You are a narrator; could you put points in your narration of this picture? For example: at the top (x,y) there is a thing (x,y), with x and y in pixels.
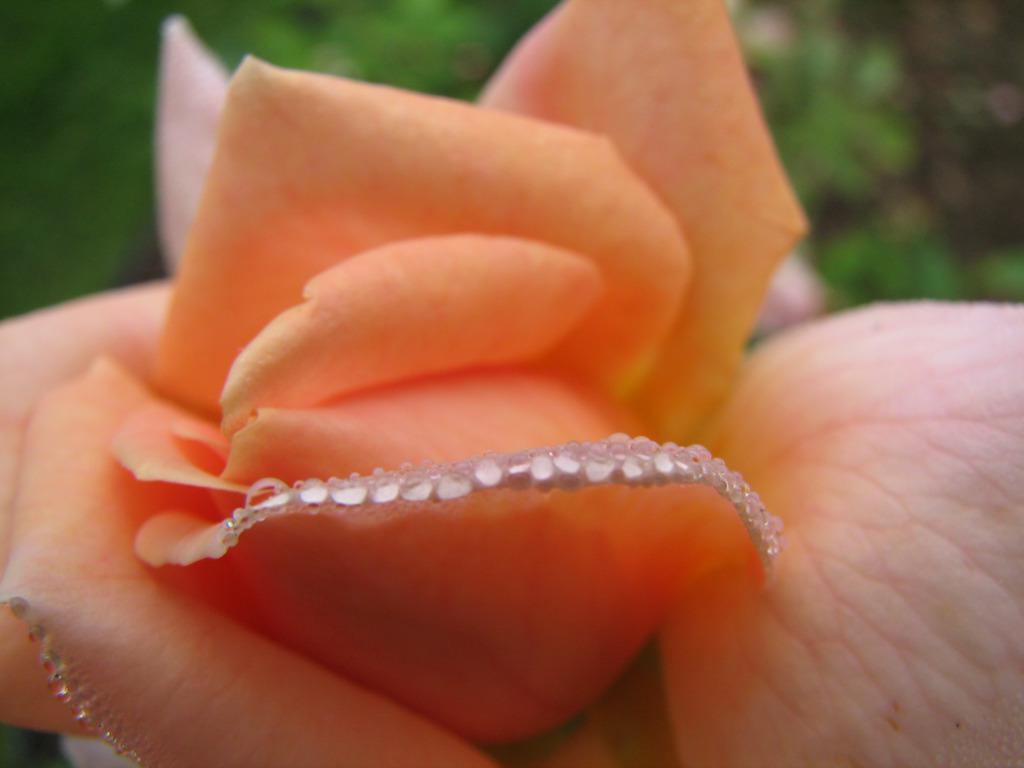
There is a orange rose (632,105) in the picture.
